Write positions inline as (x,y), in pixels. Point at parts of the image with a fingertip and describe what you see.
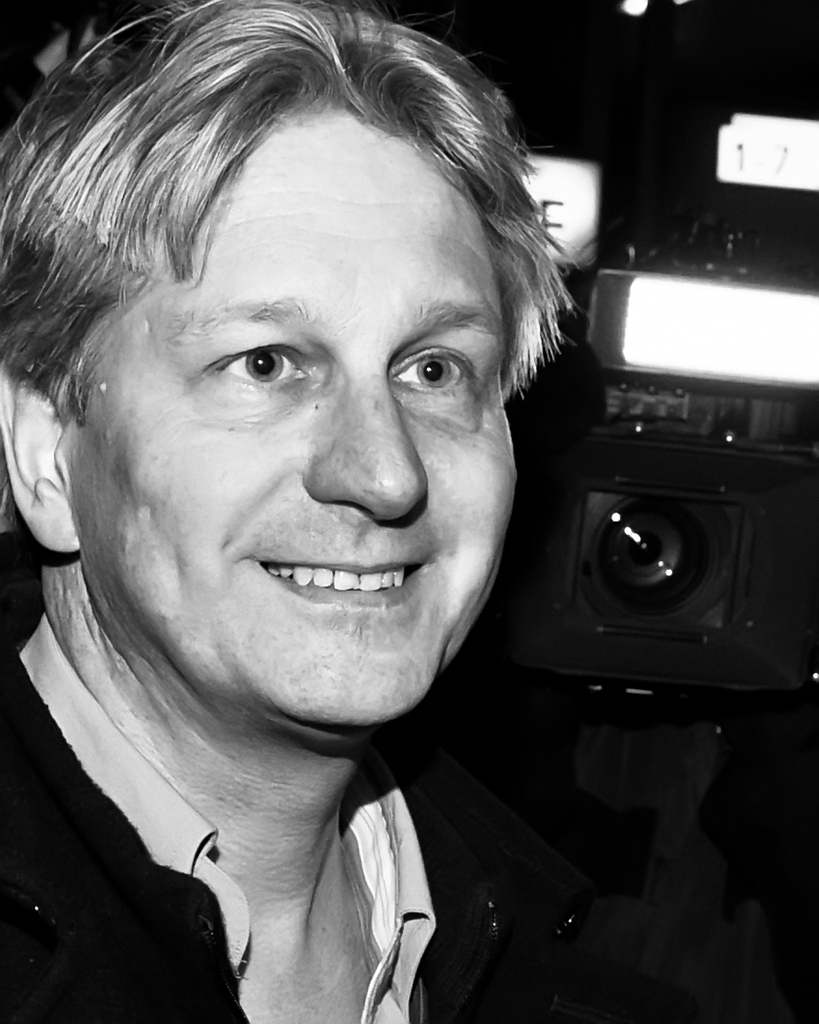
As we can see in the image there is a man (241,566) in the front (256,325) and the background (620,87) is little dark.
